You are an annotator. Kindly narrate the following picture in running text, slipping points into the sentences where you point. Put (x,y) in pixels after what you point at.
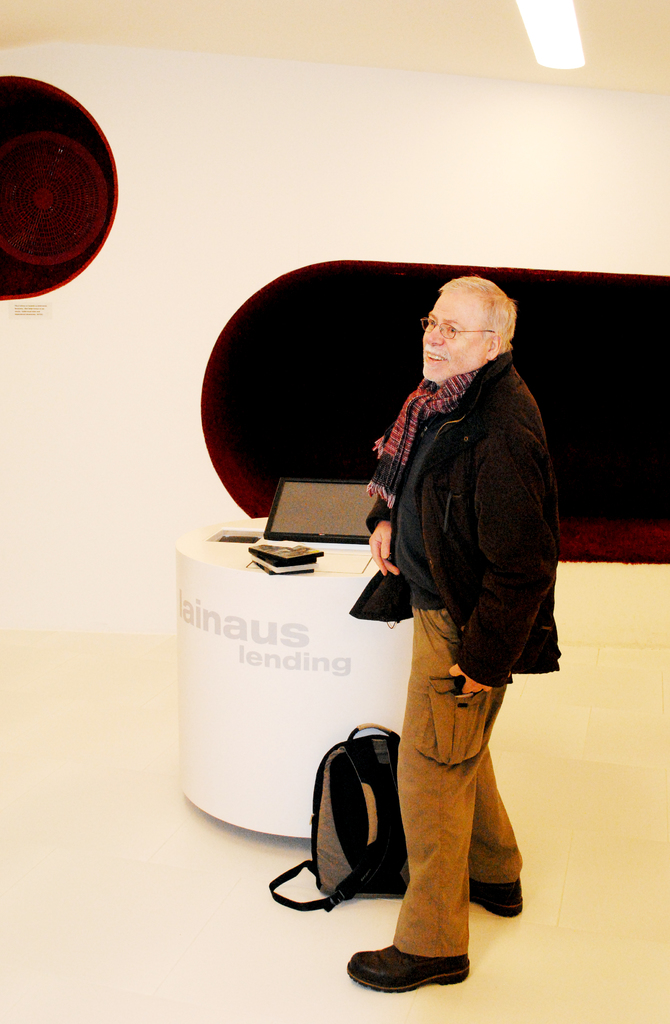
In this image I can see a man (461,503) wearing black color jacket (453,609), standing and smiling. Beside the person (433,792) there is a bag (379,785). In the middle of the image (295,656) there is a table (295,659). On that one laptop (304,539) and some books (290,557) are there. In the background (396,137) I can see a white color wall (284,160).
